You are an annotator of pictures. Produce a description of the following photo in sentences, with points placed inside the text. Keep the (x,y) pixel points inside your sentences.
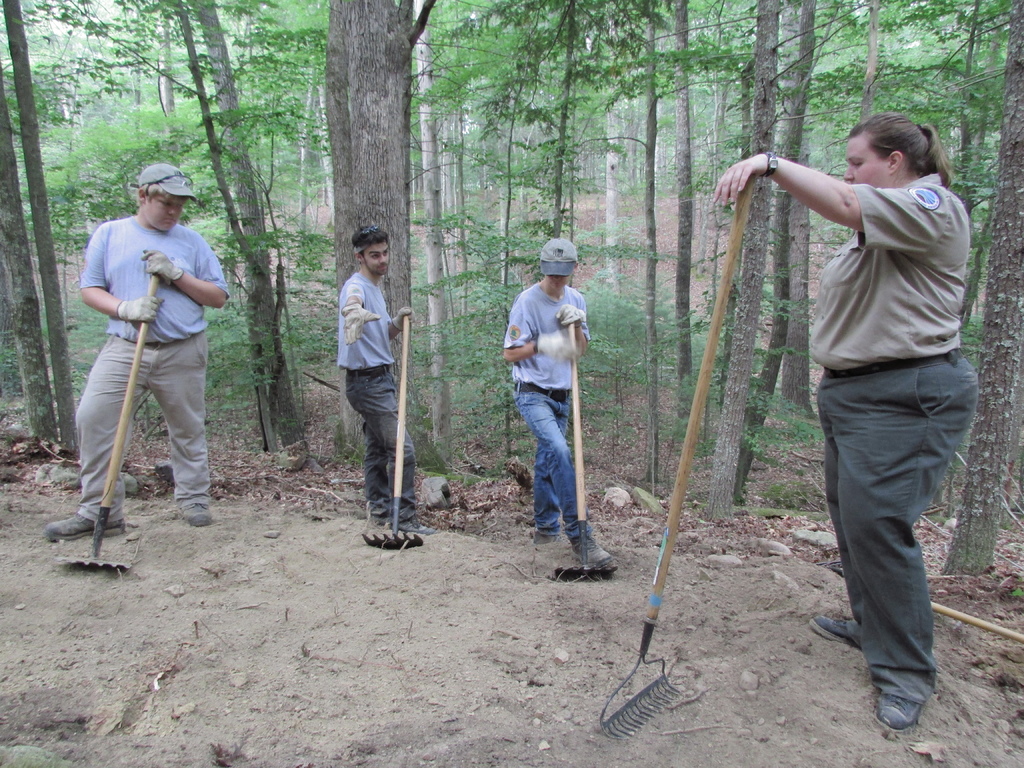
In this image I can see four persons (897,557) are standing and I can see all of them are holding equipment (113,490). Here I can see she is wearing uniform (872,641) and in the background (435,108) I can see number of trees (598,155).
